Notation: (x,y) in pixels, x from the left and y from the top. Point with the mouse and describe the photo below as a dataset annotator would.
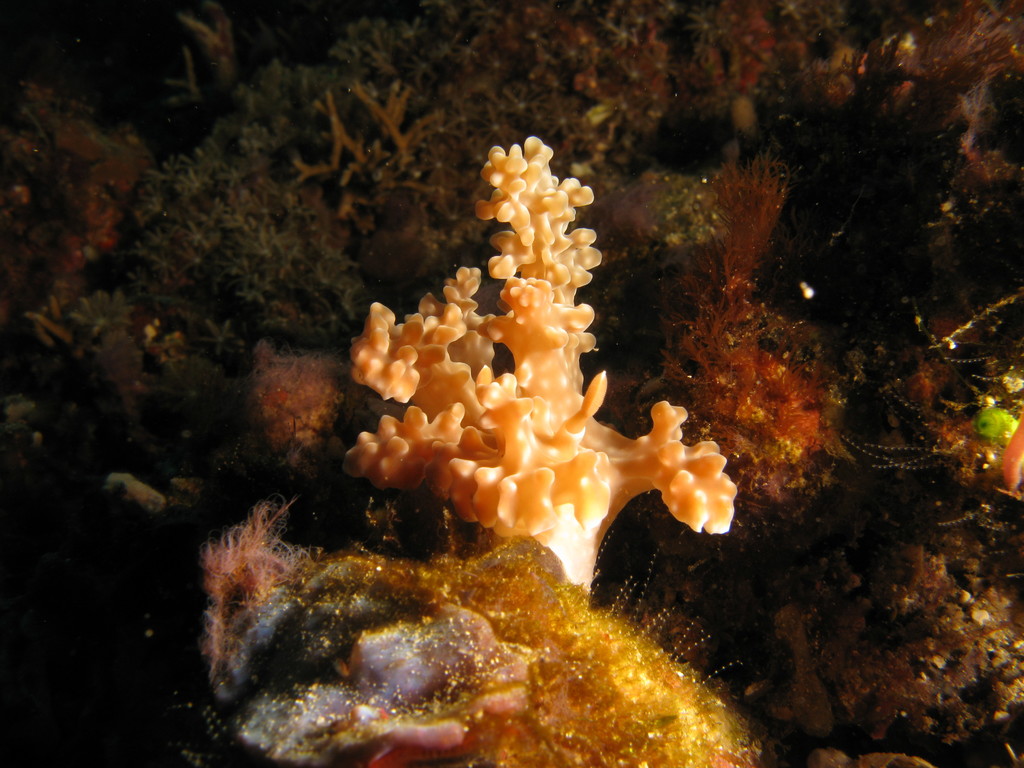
In this picture we can see coral (505,463) and marine biology plants (544,91). In the center (514,480) we can see a white object (506,289).
